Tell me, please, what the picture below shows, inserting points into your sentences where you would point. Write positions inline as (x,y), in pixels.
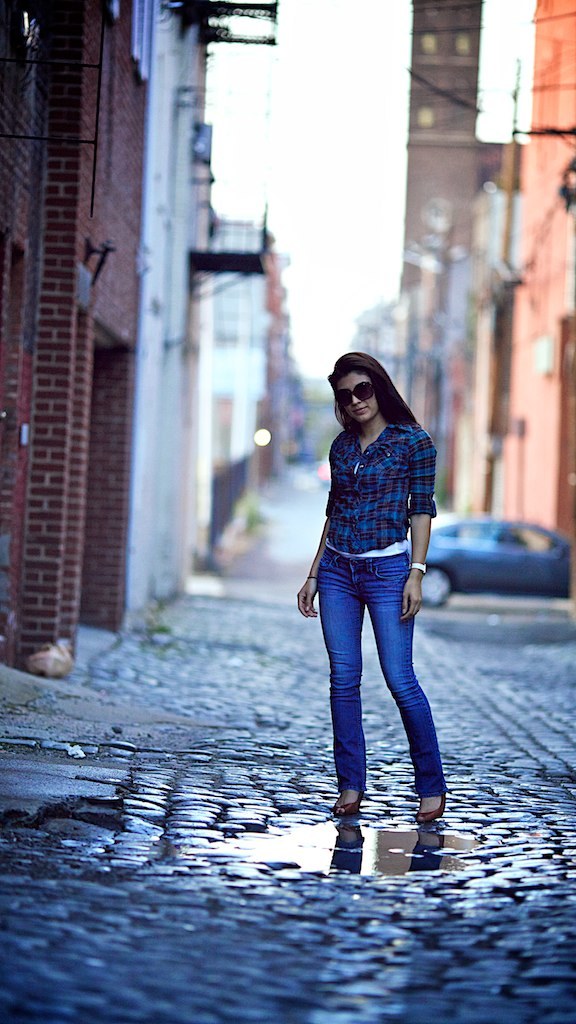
In this picture we can see a woman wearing a jeans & a shirt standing on the street (225,683) and looking at someone.
